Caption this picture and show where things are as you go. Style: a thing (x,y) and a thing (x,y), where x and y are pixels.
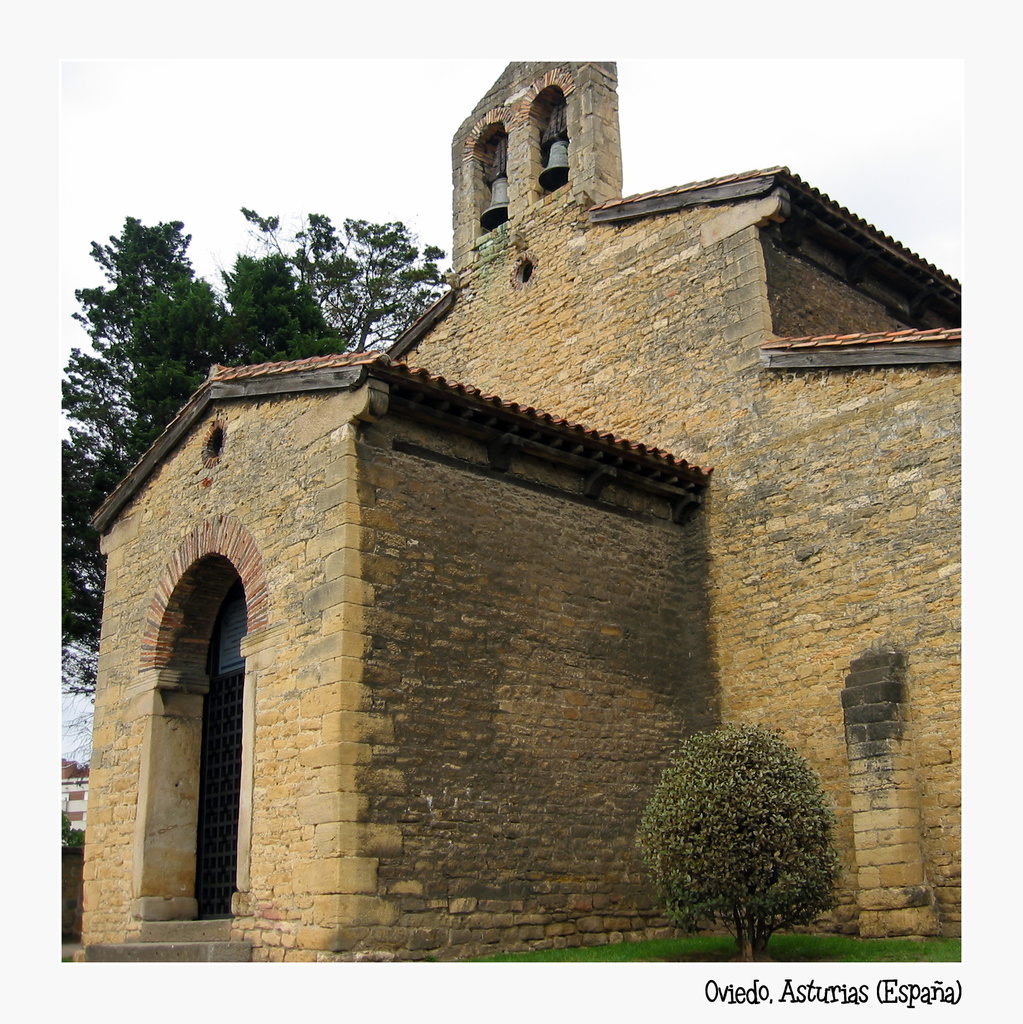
This picture is clicked outside. In the foreground (771,873) we can see the plant (749,874) and the green grass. In the center (364,379) we can see the house (651,272) and the bells (557,172) hanging on the roof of the house (676,389). In the background (359,115) we can see the sky (333,160) and the trees (133,299).
